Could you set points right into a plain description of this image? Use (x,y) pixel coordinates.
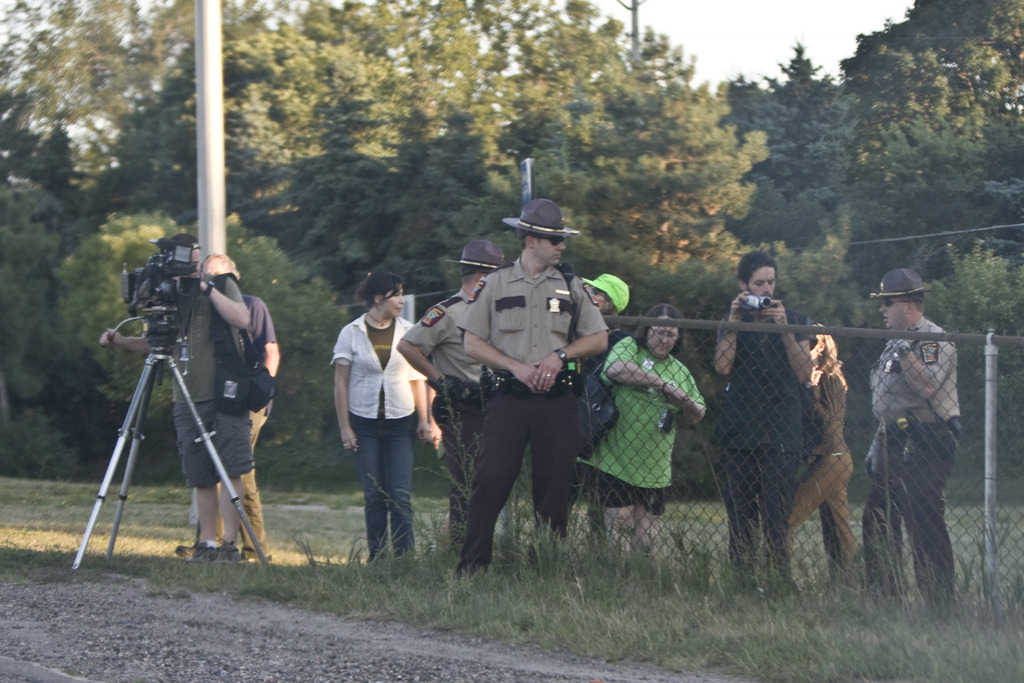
In this image we can see there are a few people (547,423) standing on the surface of the grass (667,567), one of them is holding a camera (172,294). In the background (328,181) there are trees (509,158) and sky (745,56).
